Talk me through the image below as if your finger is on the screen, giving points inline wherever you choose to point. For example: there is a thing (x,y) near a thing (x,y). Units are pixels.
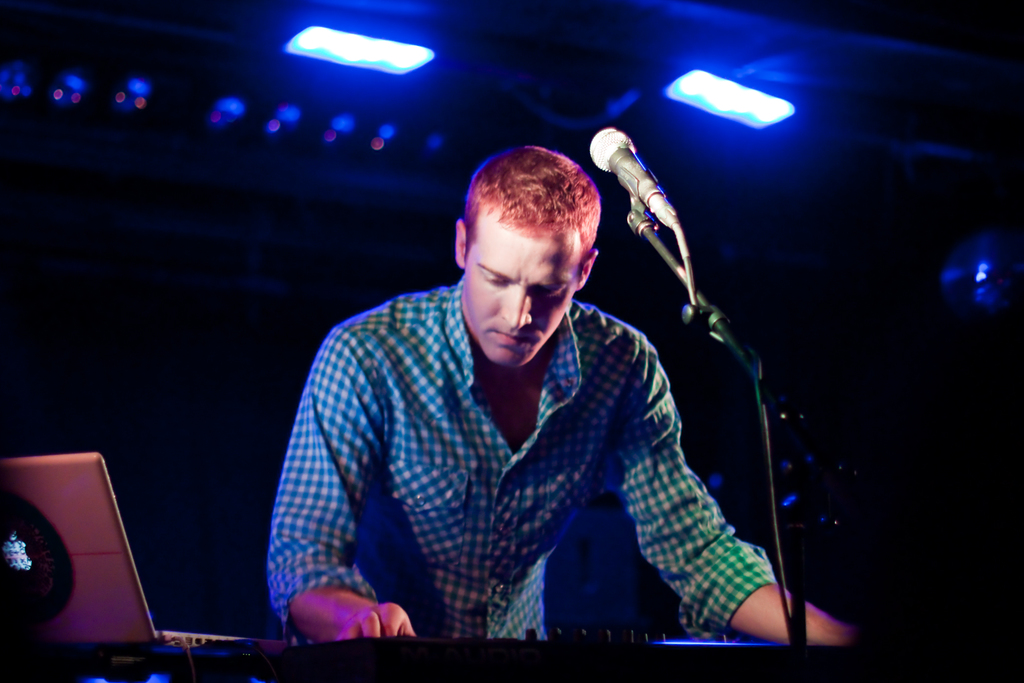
In this image there is a person (543,428) mixing music on the electrical equipment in front of him, beside the person (431,571) there is a laptop (134,602) and there is a mic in front of him, at the top of the image (225,107) there are focus lights (710,100).
